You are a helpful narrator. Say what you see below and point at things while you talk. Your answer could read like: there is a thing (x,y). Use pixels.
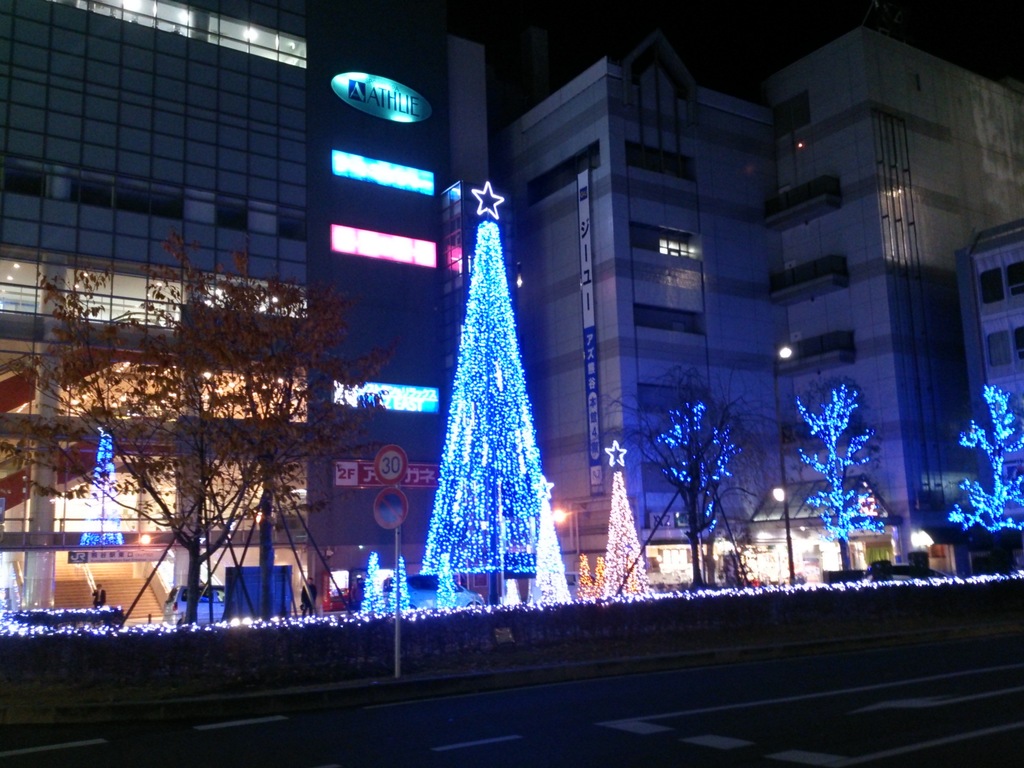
At the bottom of the image (742,699) there is a road (680,717). In the center of the image (608,264) we can see buildings (610,206), lights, poles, fences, trees (183,370), banners (397,255), vehicles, pillars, one board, staircase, few people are standing and a few other objects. And we can see some decorative lights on a few trees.
